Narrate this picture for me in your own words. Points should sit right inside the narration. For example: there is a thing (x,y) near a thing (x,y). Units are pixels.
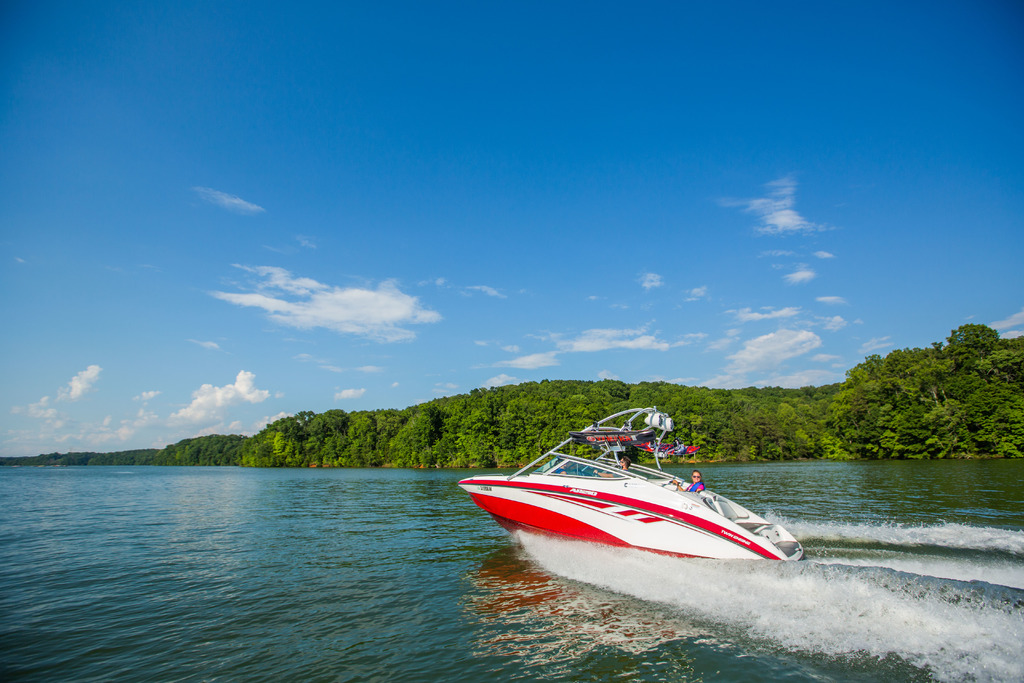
In the image there is a water surface (88,495) and a ship (648,506) is sailing on the water surface (451,488), there are two people (628,463) inside that ship (622,480). In the background (346,431) there are plenty of trees (666,387).
